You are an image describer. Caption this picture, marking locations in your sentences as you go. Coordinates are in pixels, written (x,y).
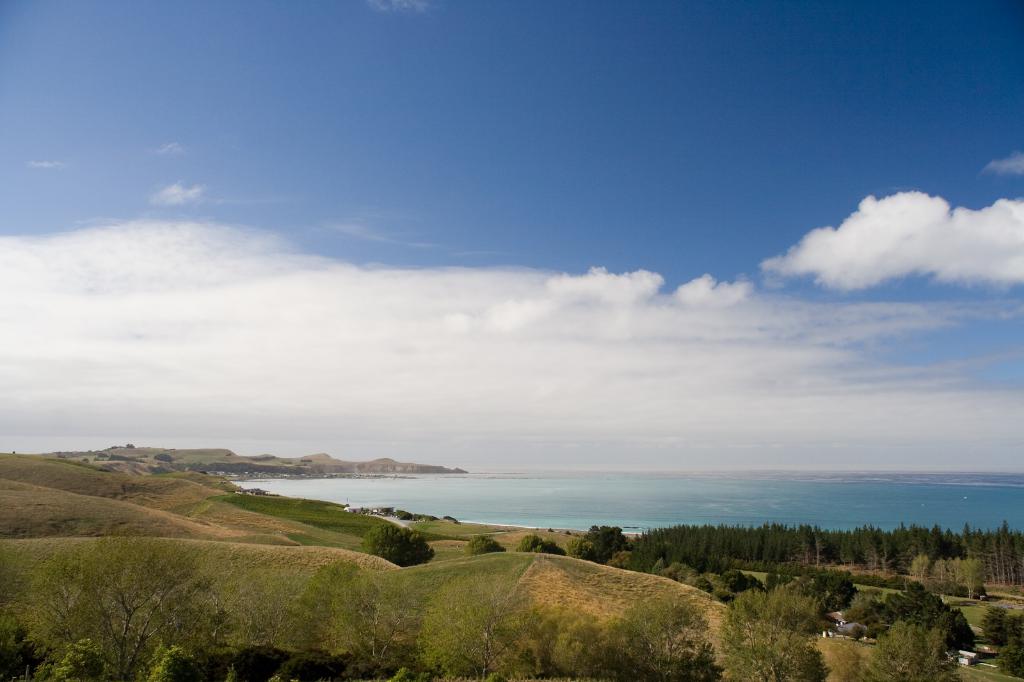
In this picture I can see the sky (336,203) at the top (796,211) and in the middle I can see the ocean (669,506) and around the ocean (367,482) I can see trees (863,581) and bushes (604,642) and the hill (137,468).
